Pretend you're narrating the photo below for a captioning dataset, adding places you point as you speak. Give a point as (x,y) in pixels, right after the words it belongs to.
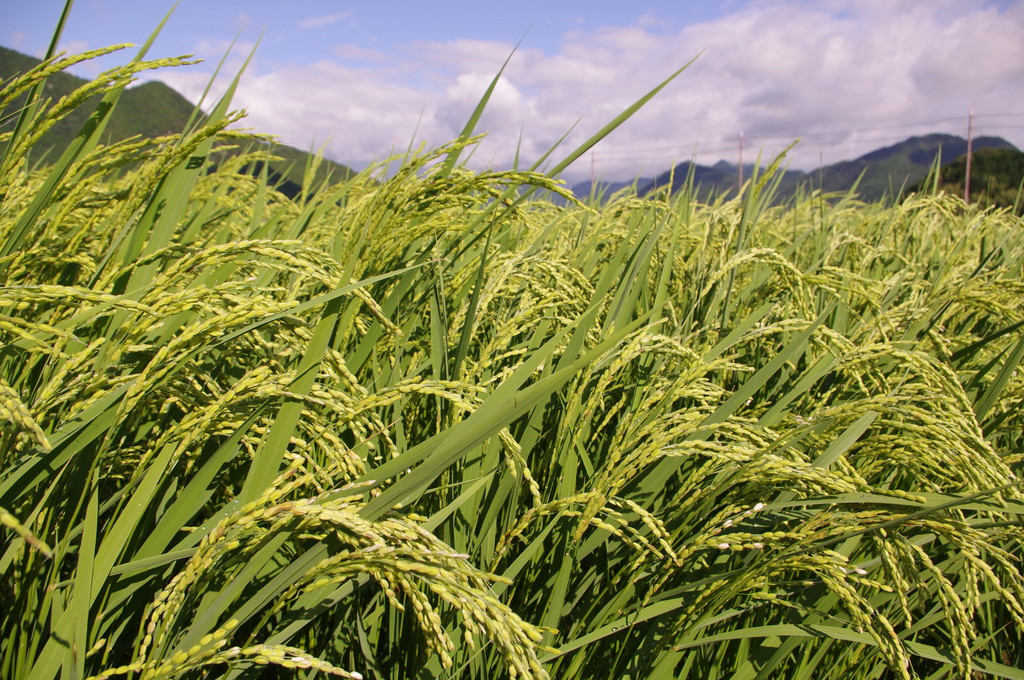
In this image we can see a field (495,406), at the back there are mountains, there are wires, the sky (701,127) is cloudy.
